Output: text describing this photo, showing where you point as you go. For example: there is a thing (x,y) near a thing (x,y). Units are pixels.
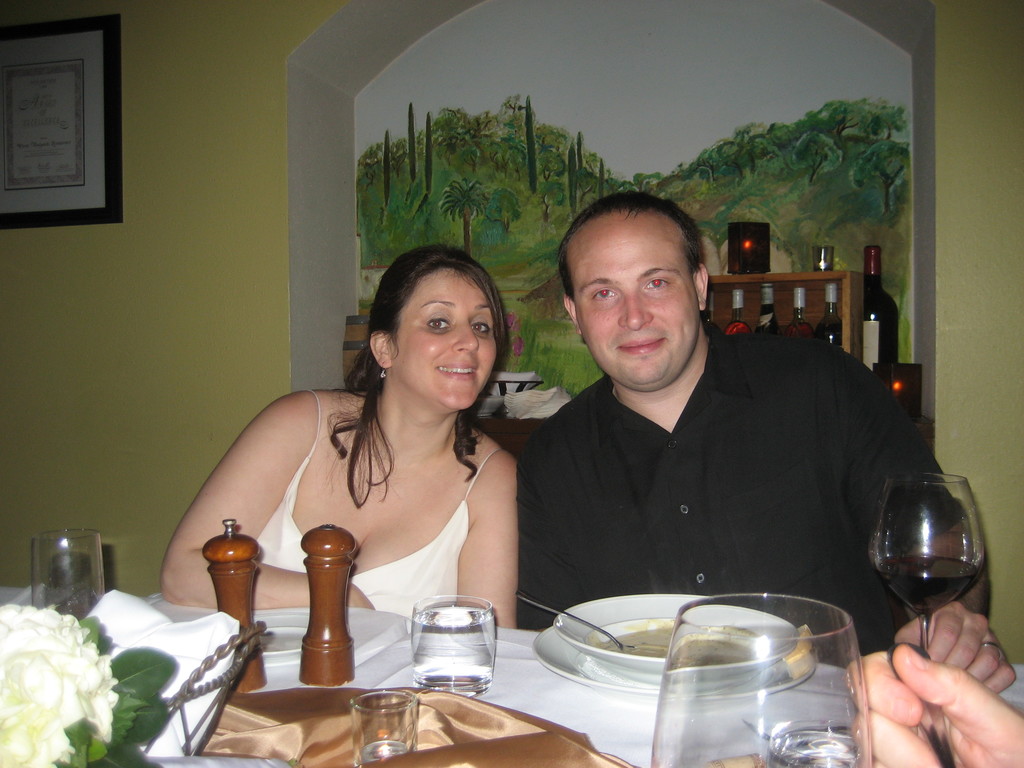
These two persons (654,389) are sitting. On the background (201,235) we can see wall (212,203), frame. There is a table (501,642). On the table (412,685) we can see glass (37,544), plate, bowl (600,651), spoon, food (611,643), cloth (208,634), flower (24,681), paper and things (253,686).
